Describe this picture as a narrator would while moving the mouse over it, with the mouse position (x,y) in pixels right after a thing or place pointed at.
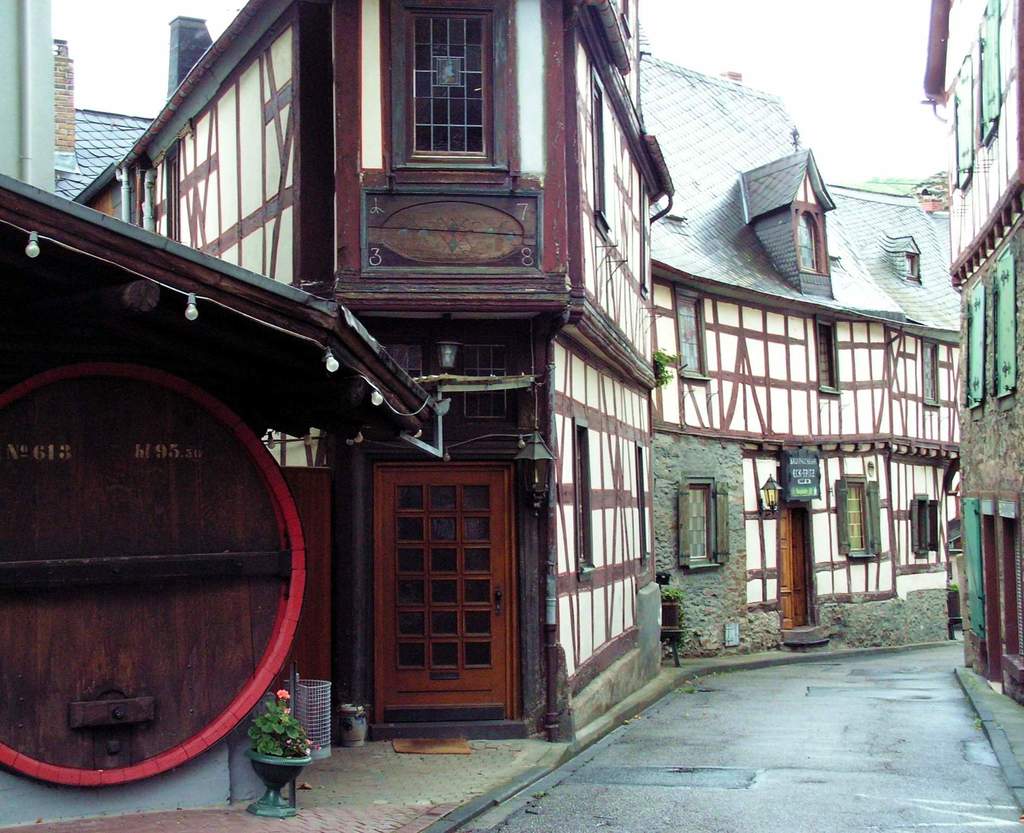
This image consists of buildings (543,523) in the middle (512,434). There are lights (381,390) in the middle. There is sky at the top (707,10). There is a plant (267,775) at the bottom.
